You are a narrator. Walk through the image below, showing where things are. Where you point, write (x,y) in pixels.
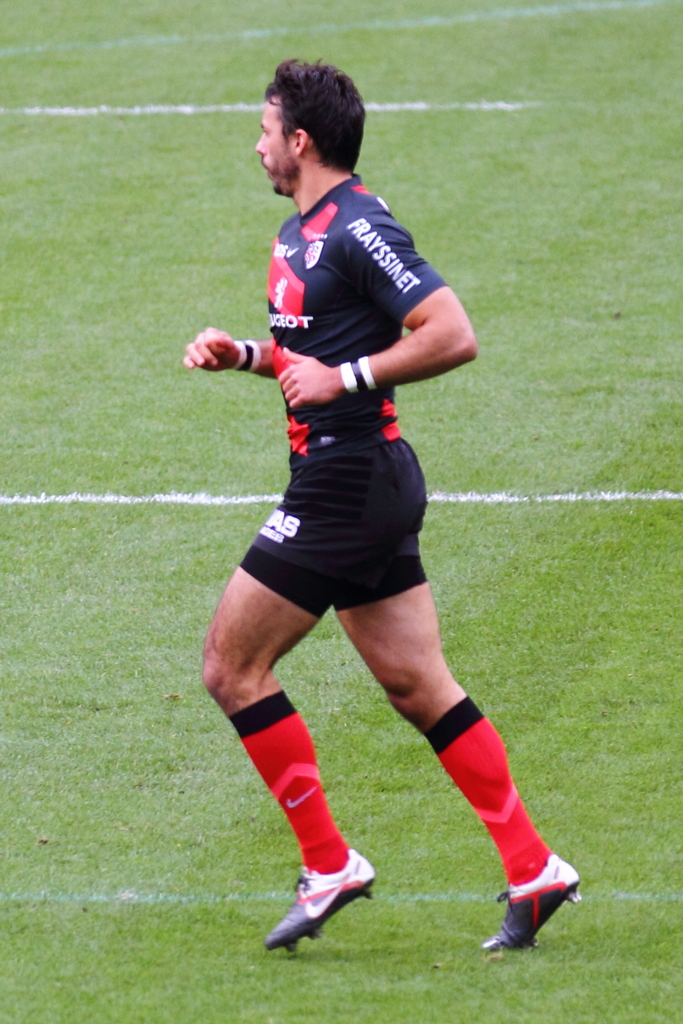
There is one person (365,598) running on a grassy land (340,761) as we can see in the middle of this image (250,609).
